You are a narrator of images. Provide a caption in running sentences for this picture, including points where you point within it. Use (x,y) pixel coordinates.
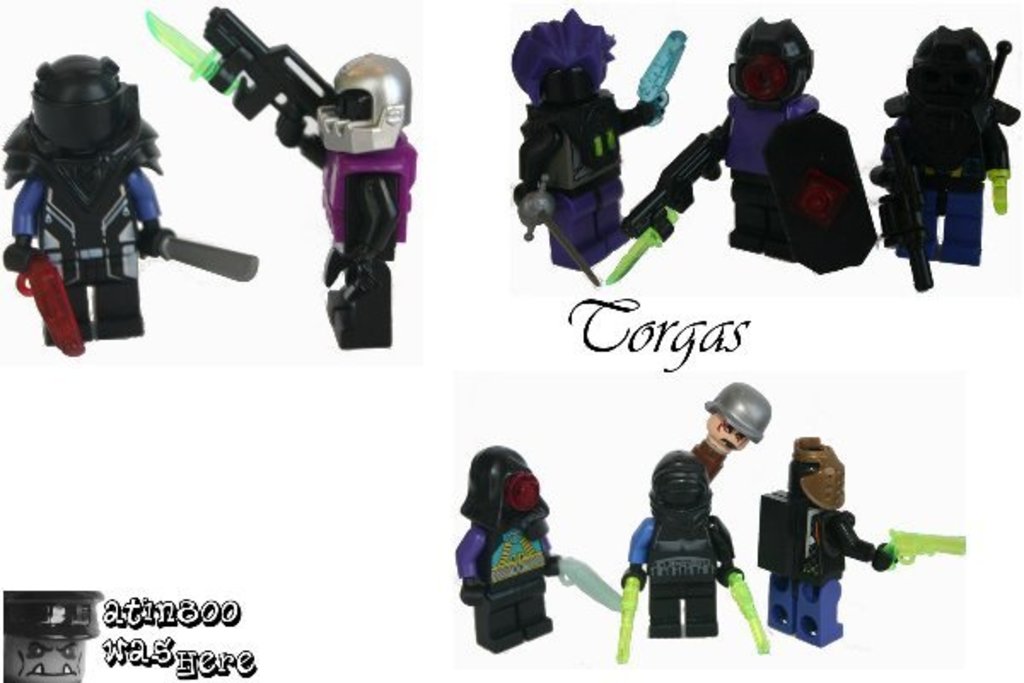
In this image we can see pictures (571,253) of toys (466,502) and some text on the paper (600,315).
